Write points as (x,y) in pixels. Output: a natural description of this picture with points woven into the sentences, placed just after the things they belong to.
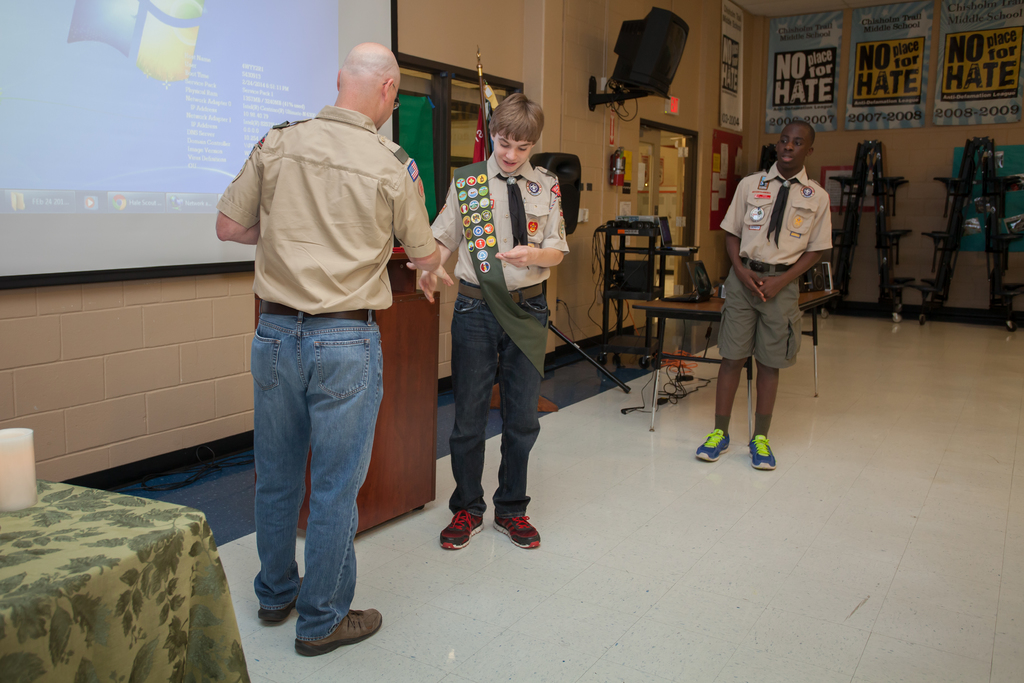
In this image we can see these people (324,604) wearing uniforms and shoes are standing on the floor (437,587). Here we can see a white color object (31,471) placed on the table (142,595), we can see podium (402,418), projector screen (107,32), stands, flag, boards (735,182), television (650,46) and posters (1000,34) on the wall (611,46).
